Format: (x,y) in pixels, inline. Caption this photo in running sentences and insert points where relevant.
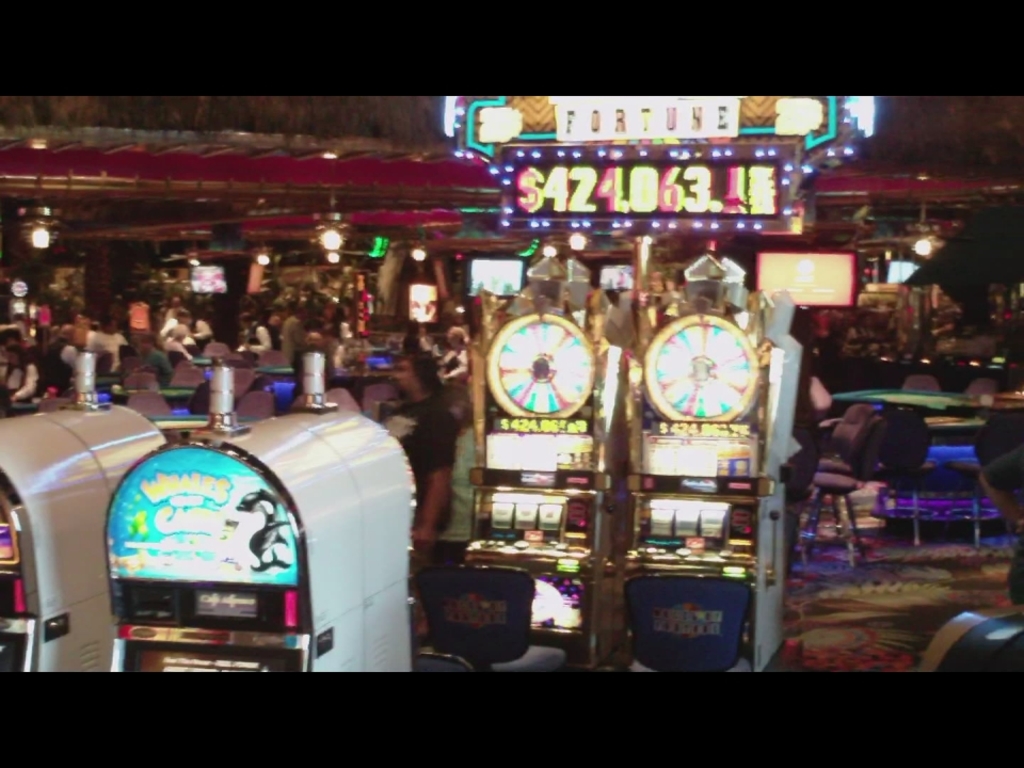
In this image we can see some group of persons (168,334) standing, some are sitting and there are some gaming machines (305,464), lights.
